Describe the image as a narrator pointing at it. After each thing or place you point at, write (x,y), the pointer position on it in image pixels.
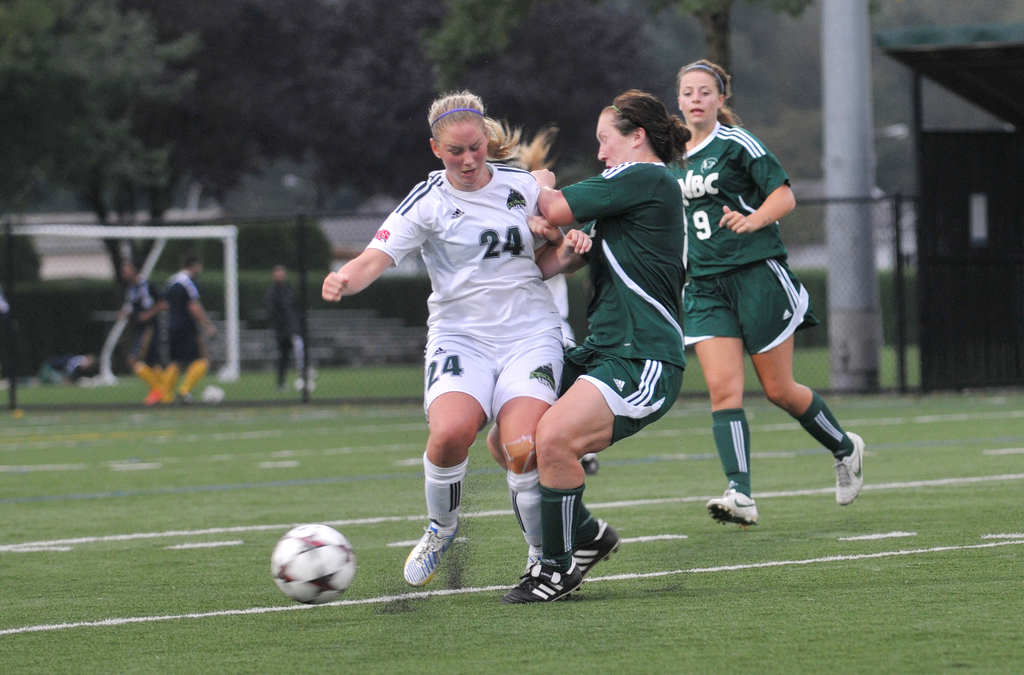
In this image I can see grass ground (395,521) and on it I can see white lines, a white football (287,556) and I can see three women (646,195) are standing. I can see two of them are wearing green dress (626,265) and one is wearing white. I can also see few numbers (496,235) are written on their dresses (635,180). In the background (150,267) I can see number of trees (252,183), goalpost (231,266), few more people (166,394) and I can see this image is little bit blurry from background (606,47).
